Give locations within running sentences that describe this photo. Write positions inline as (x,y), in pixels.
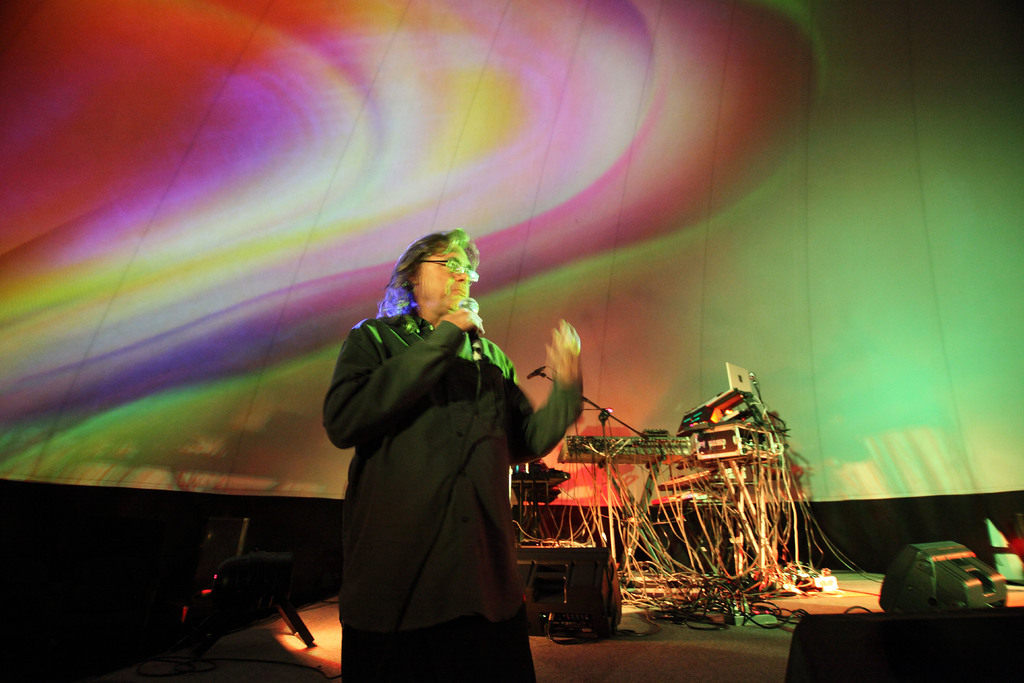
In this image, we can see a musical equipment (745,469). There is a person (483,465) standing in front of the screen (701,170). This person (486,408) is holding a mic (474,305) with his hand (453,322). There are lights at the bottom of the image (227,617).
